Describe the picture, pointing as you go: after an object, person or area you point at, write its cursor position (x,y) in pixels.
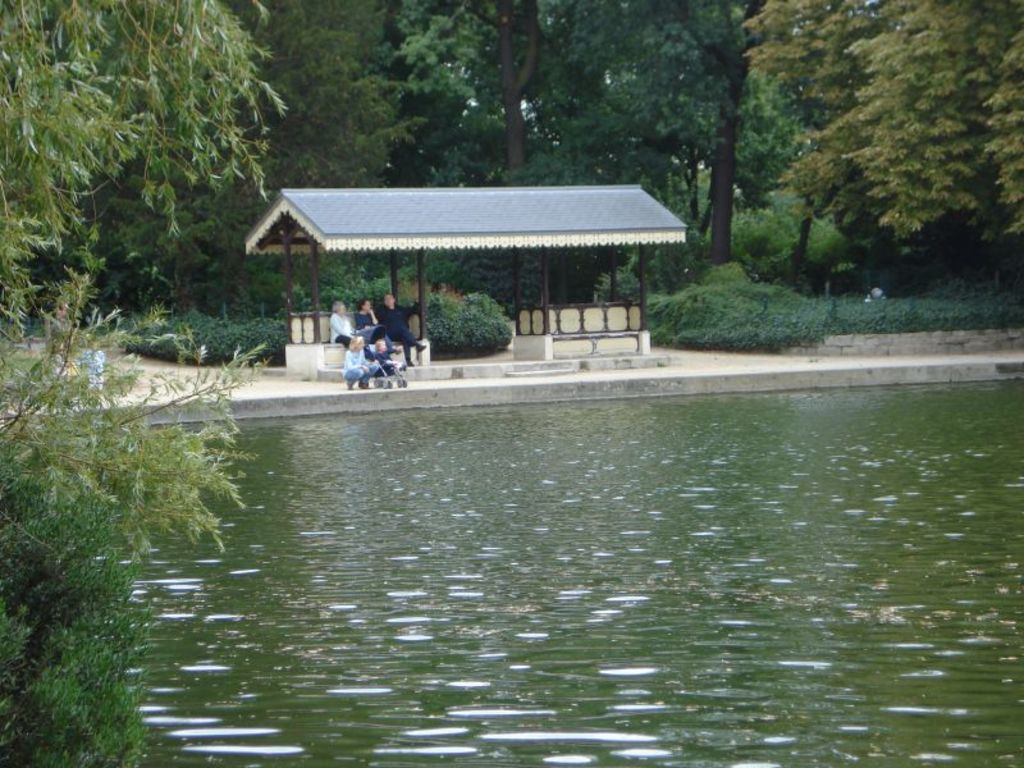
On the left (26,285) there are trees (12,492). In the foreground (572,410) there is a water body (837,518). In the middle of the picture (404,332) we can see plants (470,340), people (347,342), benches (589,326), a small roof (396,226). In the background (540,98) there are trees (628,91).
